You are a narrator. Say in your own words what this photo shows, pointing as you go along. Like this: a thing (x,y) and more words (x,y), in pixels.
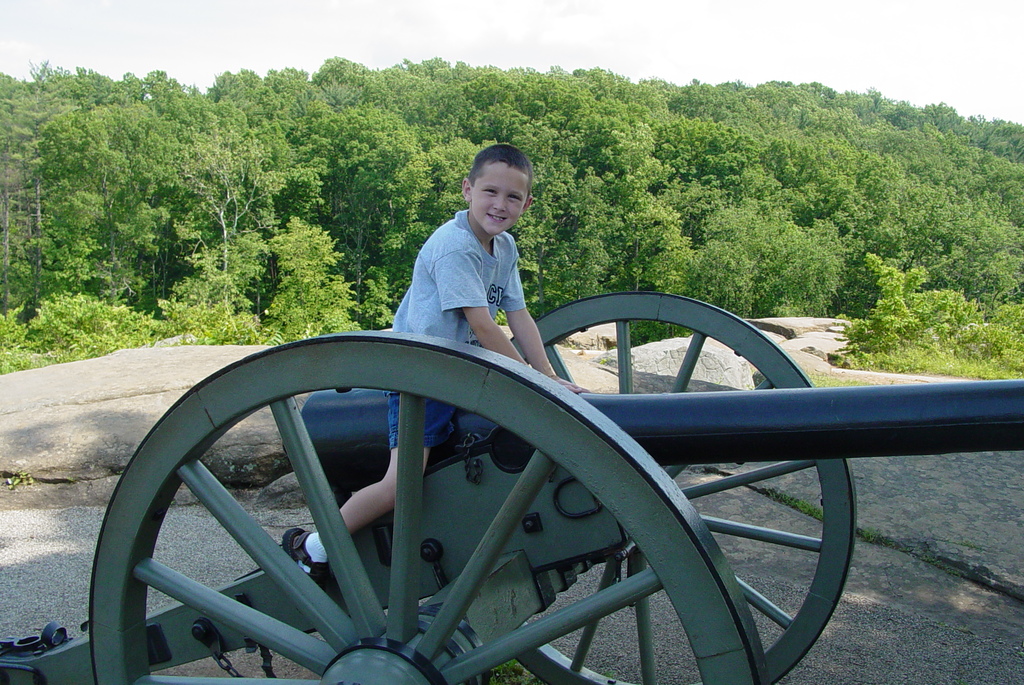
This boy (427,288) is highlighted in this picture. Far there are number of trees (494,126) in green color. Sky (781,13) is in white color. This boy (492,183) sat on a military weapon (439,490). Wheels (617,504).
